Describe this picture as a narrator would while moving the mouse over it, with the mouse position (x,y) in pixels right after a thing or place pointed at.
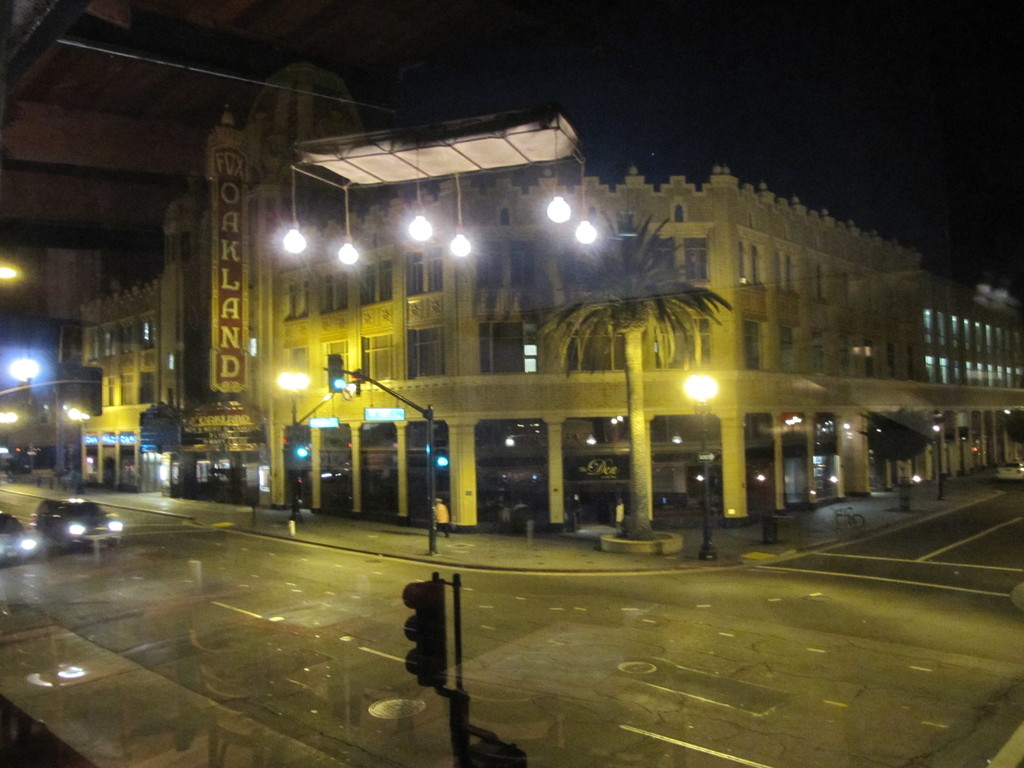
In the center of the image (471,317) we can see buildings (522,262), boards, lights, tree (640,309), wall (618,387), windows (342,292) are there. At the bottom of the image (378,688) road (597,614) is there. On the left side of the image (61,506) cars (59,528) are there. In the middle of the image (433,507) a person (439,524) is there. At the top of the image (641,123) sky (651,178) is there.
